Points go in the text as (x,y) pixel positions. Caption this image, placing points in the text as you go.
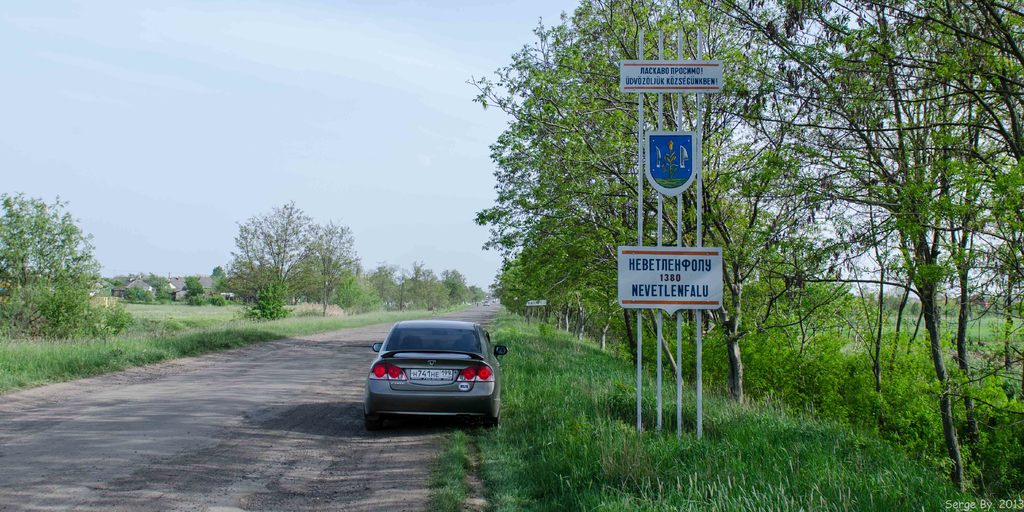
In this image we can see a car (447,356) on the road (430,441). On the right side (732,473) we can see some grass (695,461), a group of trees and a signboard (681,290) with some text (698,290) and a logo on it. On the left side (132,301) we can see some trees (122,319), houses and the sky (256,161) which looks cloudy.
